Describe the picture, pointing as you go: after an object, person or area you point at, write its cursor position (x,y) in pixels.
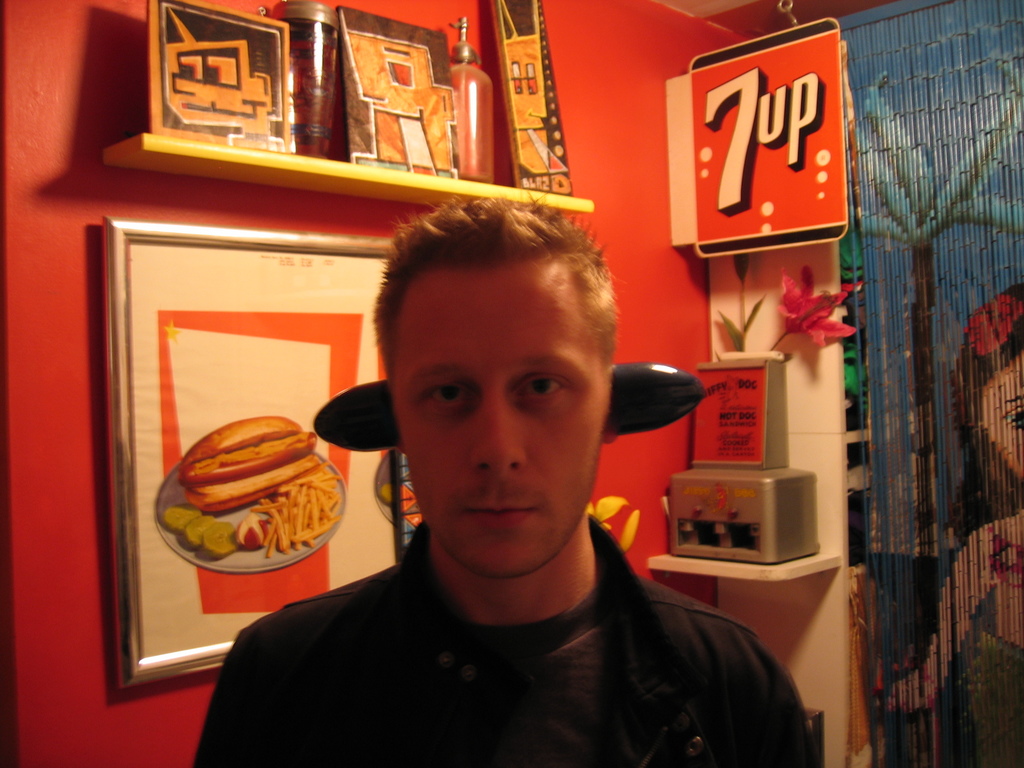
In this image I can see a person (425,743) standing wearing black color dress (467,701), background (159,302) I can see a frame (184,255) attached to the wall (91,218). The wall (36,196) is in red color, I can also see few boards (231,69) and bottles (328,95) on the rack (279,153).
